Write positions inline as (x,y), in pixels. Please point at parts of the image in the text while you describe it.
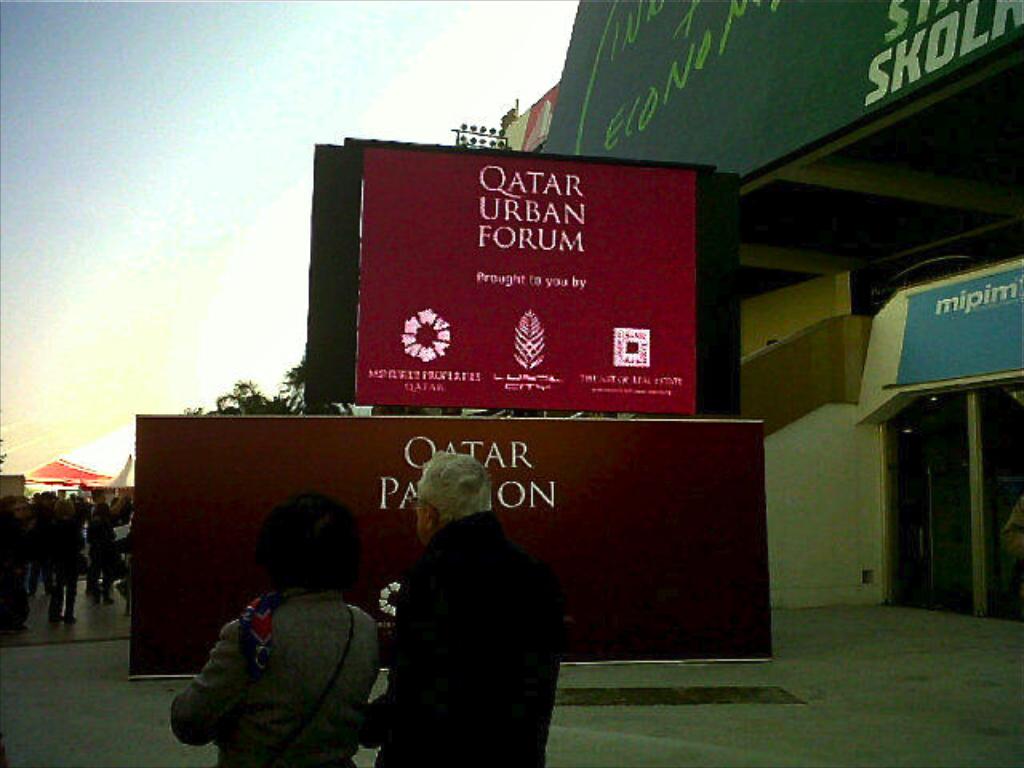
In this image there are two persons (442,745) standing, and at the background (333,453) there are hoardings (628,478), name boards (644,335), buildings (933,218), trees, lights (467,143) on the pole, group of people (107,550) standing, sky (66,351).
